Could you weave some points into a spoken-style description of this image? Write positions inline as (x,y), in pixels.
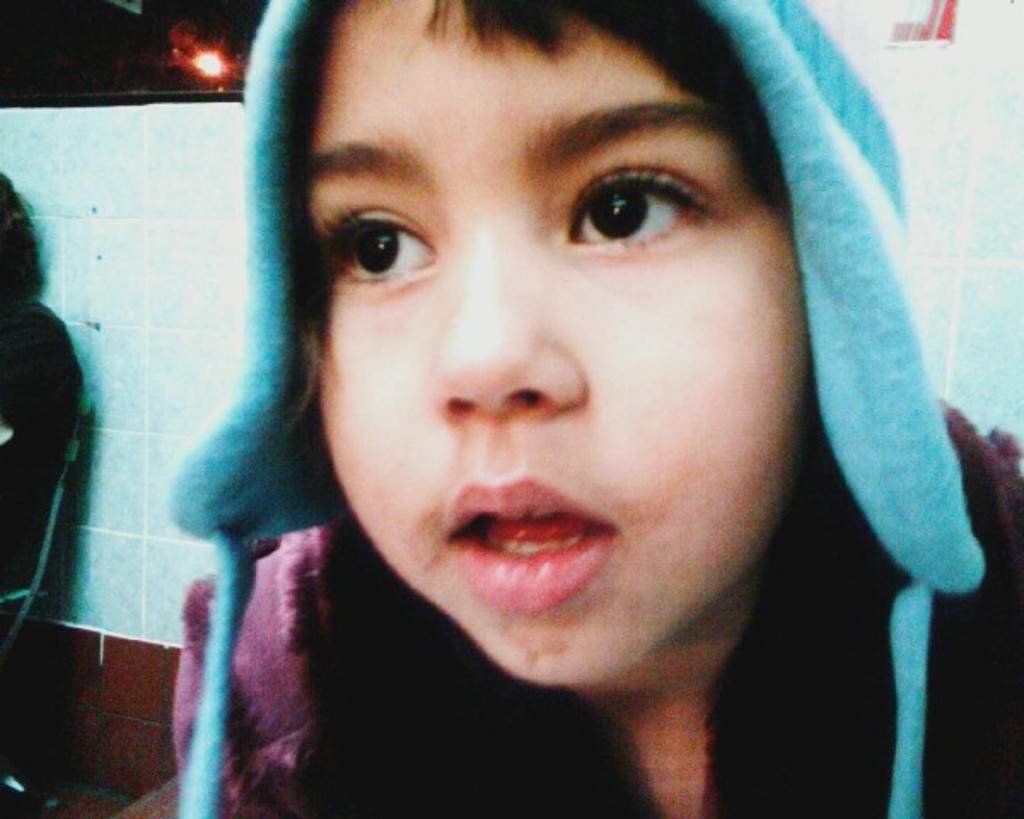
In the center of the image (360,442) we can see a boy (579,303). In the background (133,297) we can see the tile wall (900,151) and there is also a person (24,466) sitting on the chair (45,553). We can also see the light (200,67).
